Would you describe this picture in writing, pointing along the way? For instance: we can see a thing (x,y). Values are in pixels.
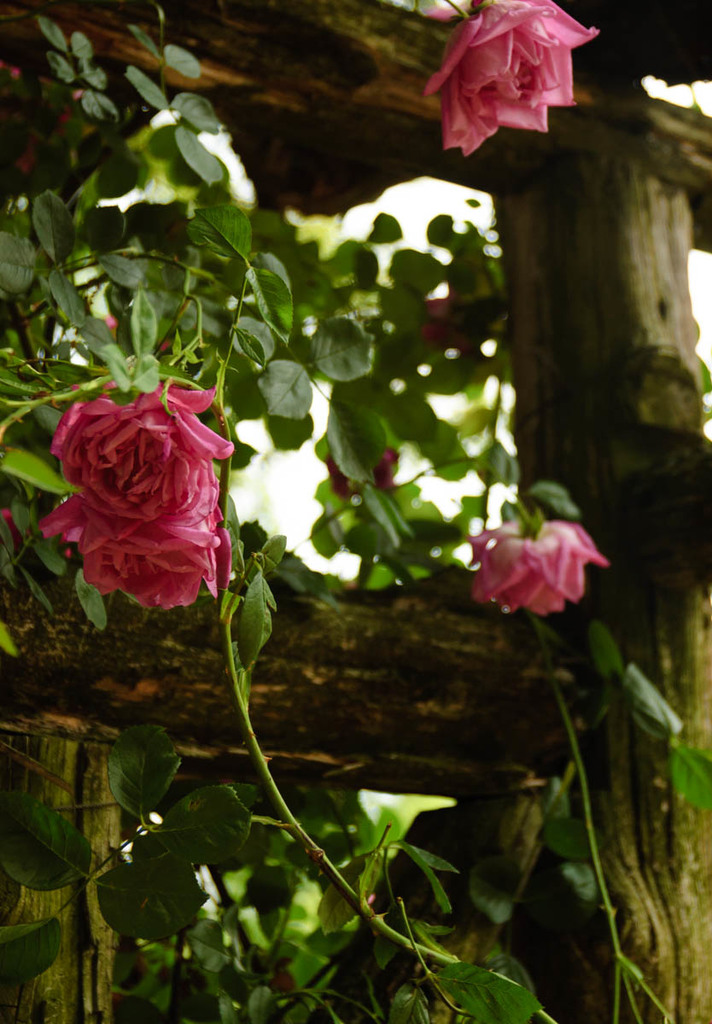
In this image we can see leaves (214,1004), stems (619,955), flowers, and wooden sticks (655,285).
